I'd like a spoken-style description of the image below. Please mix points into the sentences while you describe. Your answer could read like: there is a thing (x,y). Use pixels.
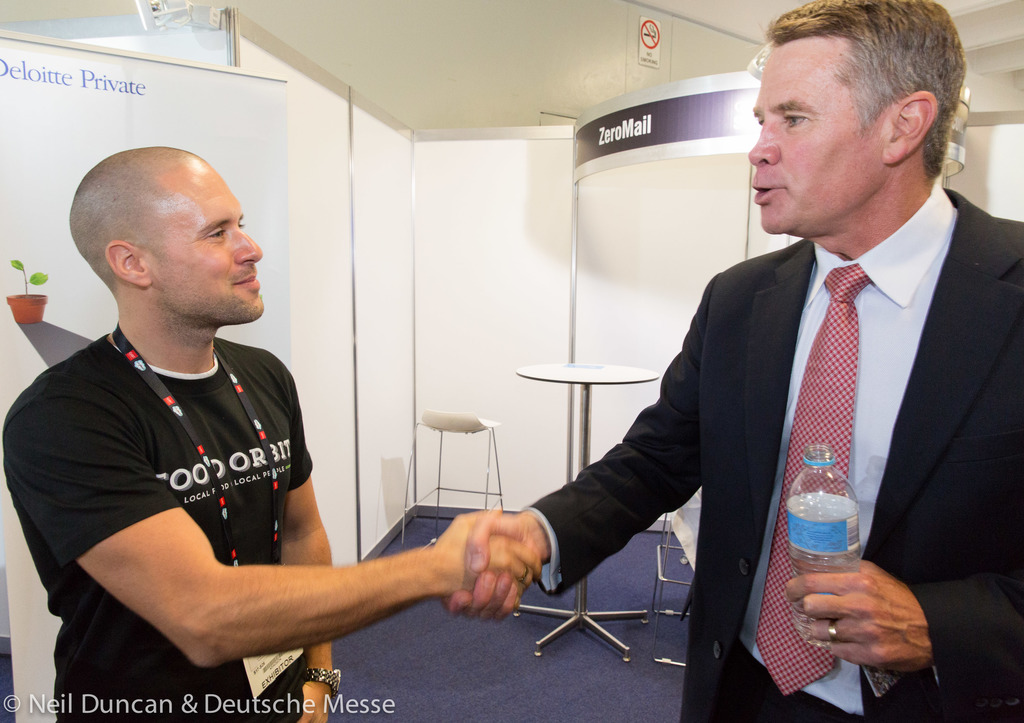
These two persons (901,350) are standing and holding hands (480,552) each other and this person (814,579) holding bottle (799,540), this person (205,405) wear tag (191,436). On the background (409,202) we can see wall (293,108), chair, table (582,394), poster (164,118), plant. This is floor (549,686).
